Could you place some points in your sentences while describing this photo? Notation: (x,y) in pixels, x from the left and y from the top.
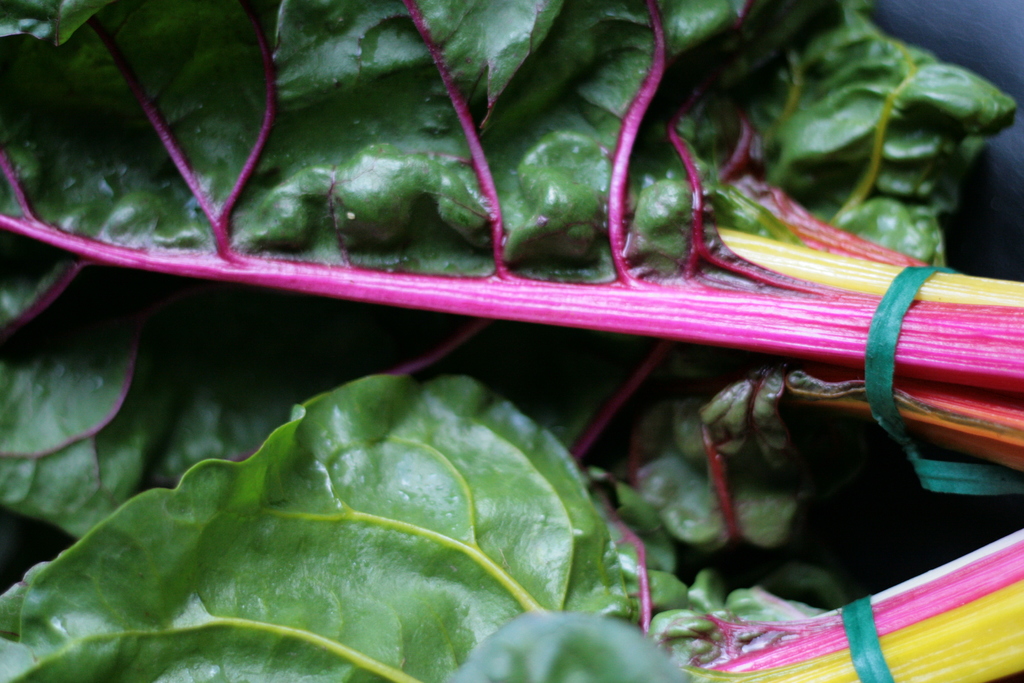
In the center of the image (507,363) there are green leafy vegetables (689,398).
